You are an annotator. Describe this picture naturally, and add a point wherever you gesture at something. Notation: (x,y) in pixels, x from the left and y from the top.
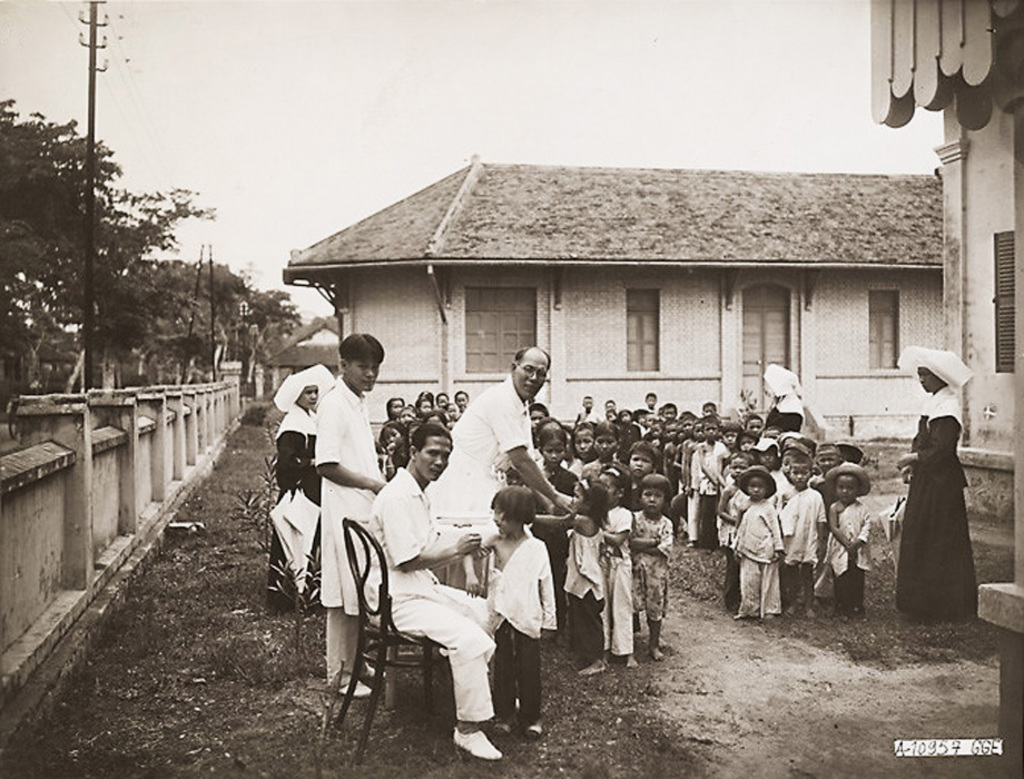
In this image I can see there are few children's (811,440) standing on the ground (628,714) and I can see few persons (316,490) standing in front of the children (612,538) and I can see a person (390,593) sitting in the chair (410,652), in the foreground (470,572) I can see the children hand (473,584) at the top (306,119) I can see the sky (605,126) and building (605,243), on the left side (104,213) I can see the poles (87,223) and trees (26,342).
